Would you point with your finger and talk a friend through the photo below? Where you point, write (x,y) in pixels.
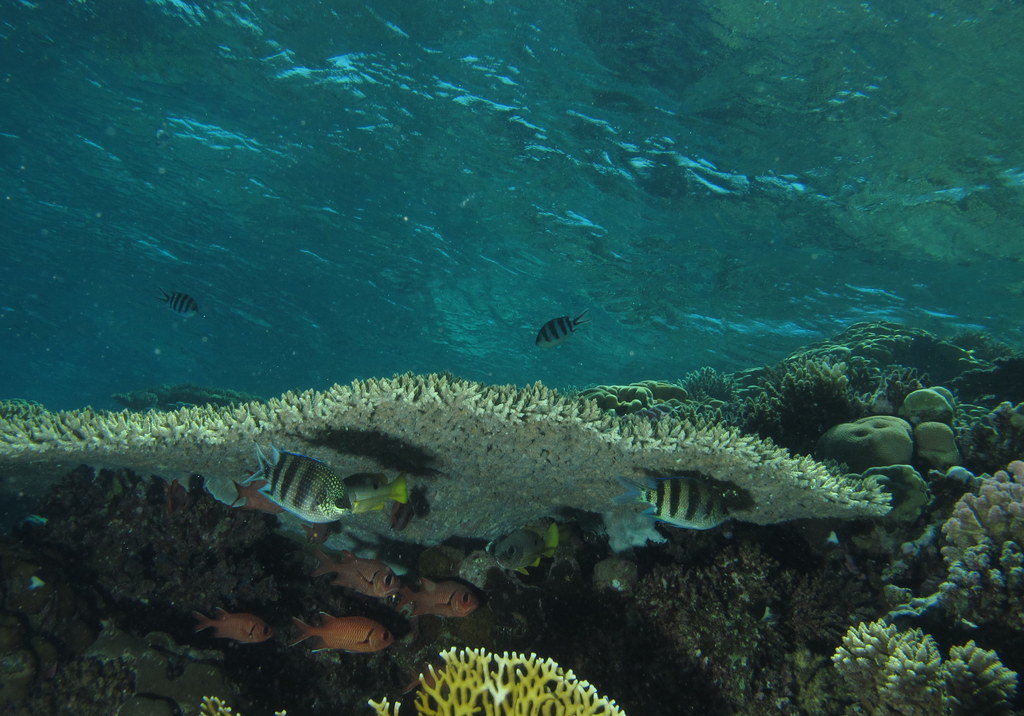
In this image I can see the fish (358,586) and the aquatic plants (811,509) inside the water (477,348). I can see the water (438,176) in blue color.
